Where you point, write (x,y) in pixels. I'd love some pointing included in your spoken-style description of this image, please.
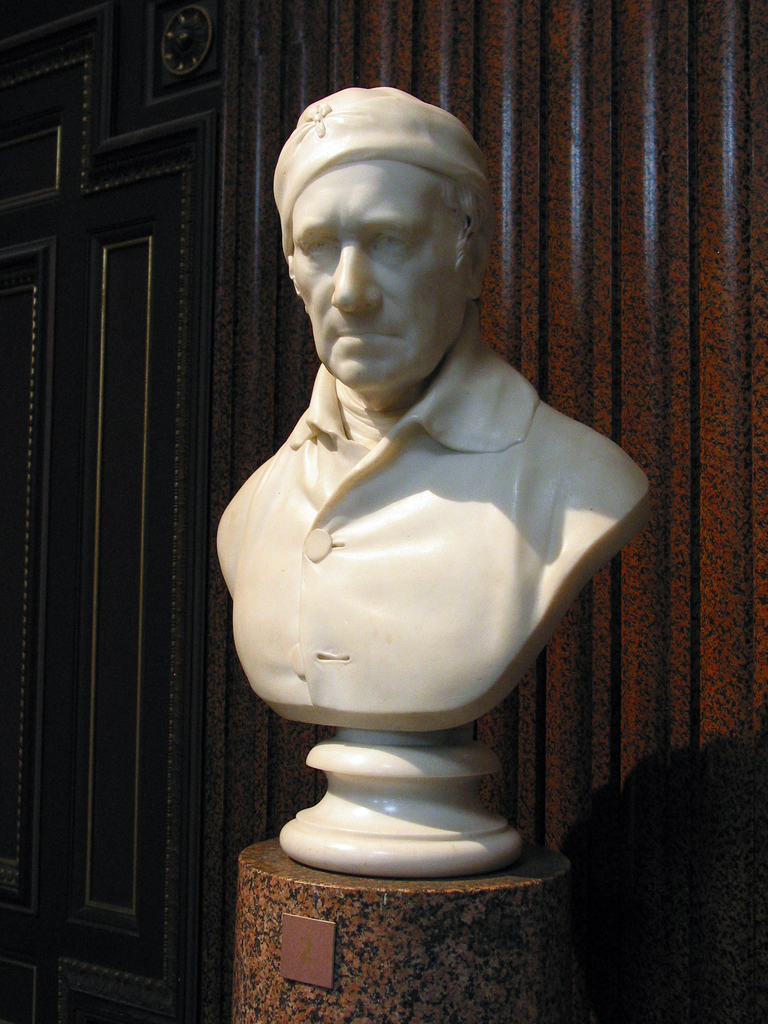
In the center of the image (342,398) there is a statue (376,584) placed on the pedestal (326,892). In the background (140,441) there is a wall (640,244).
